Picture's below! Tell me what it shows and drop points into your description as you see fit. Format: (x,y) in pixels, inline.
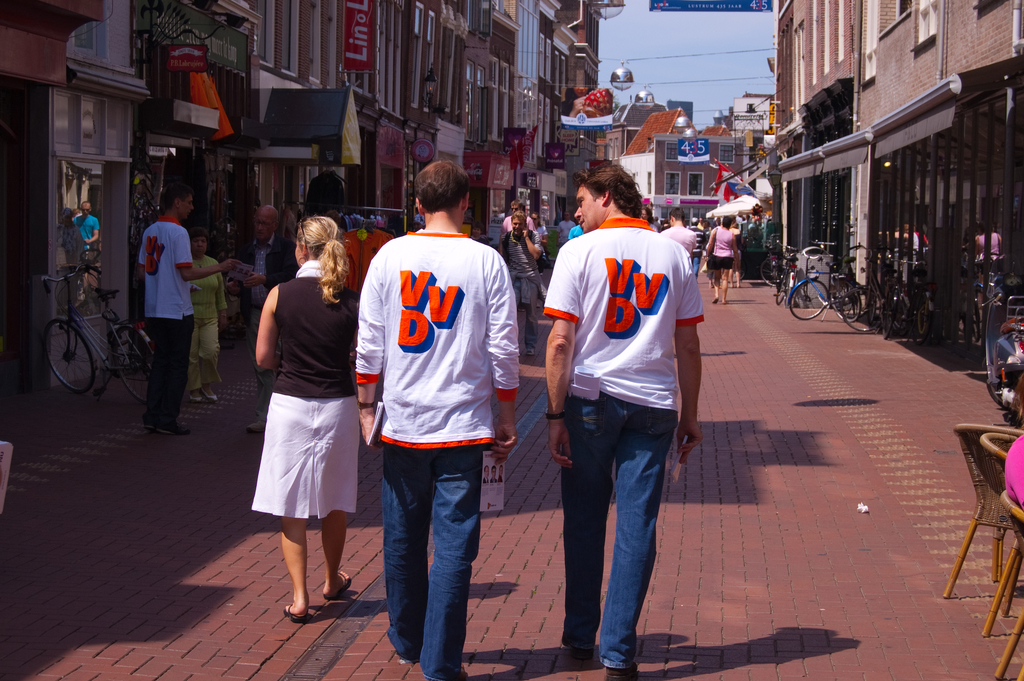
In this image we can see a group of people (470,510) on the ground (676,497). In that a person (477,529) is holding the books (491,490). We can also see a group of buildings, the flag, some vehicles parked aside, sign boards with some text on them and the sky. On the right side (997,506) we can see a person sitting on a chair (1005,496).
